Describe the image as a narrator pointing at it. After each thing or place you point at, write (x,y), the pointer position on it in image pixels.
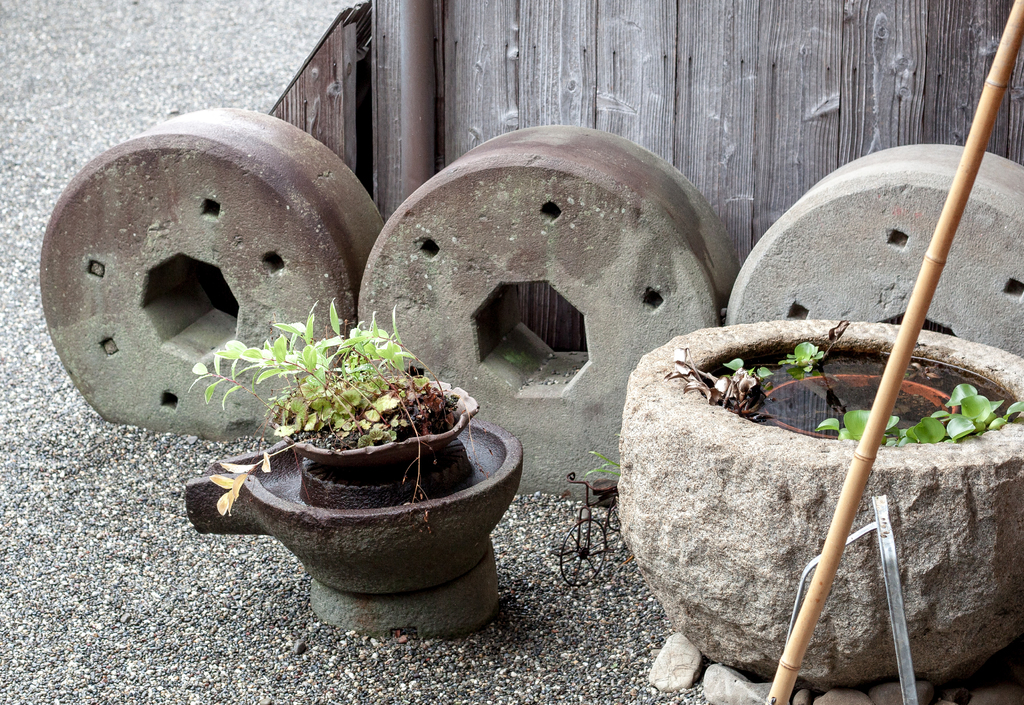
In the center of the image (438,403) there are plants (302,414). In the background of the image (282,247) there are some circular objects (282,247). At the bottom of the image (423,680) there are stones (391,649). To the right side of the image (1019,20) there is a stick (827,580).
